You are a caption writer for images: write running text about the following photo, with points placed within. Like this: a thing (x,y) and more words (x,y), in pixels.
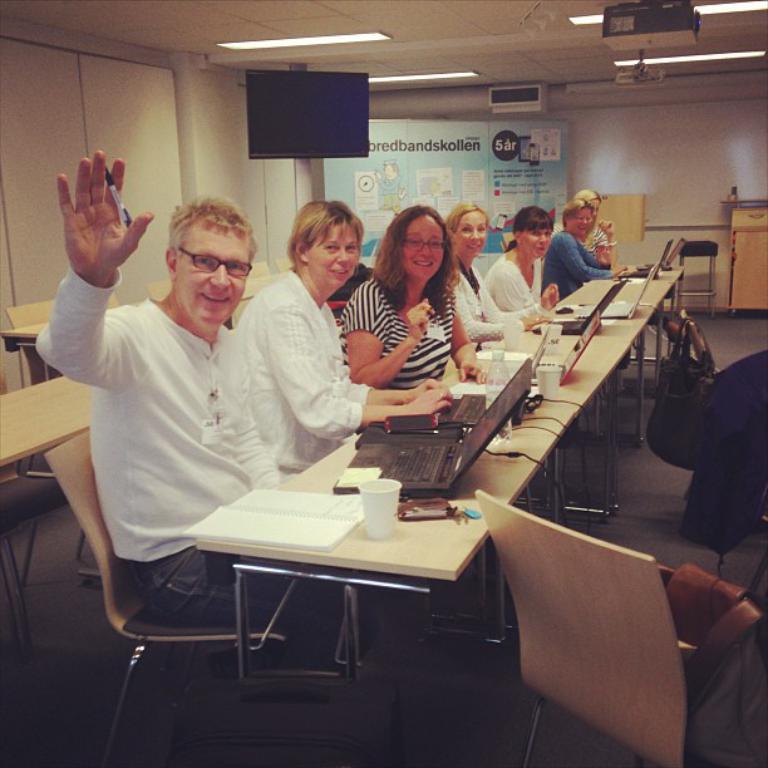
In this picture we can see some persons (166,535) are sitting on the chairs (116,727). This is table (530,440). On the table (530,478) there are laptops (609,294), books (328,537), and glasses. This is floor (670,495). Here we can see a screen (313,141) and these are the lights (735,4). On the background (690,133) there is a wall (668,152) and this is banner (479,175).
